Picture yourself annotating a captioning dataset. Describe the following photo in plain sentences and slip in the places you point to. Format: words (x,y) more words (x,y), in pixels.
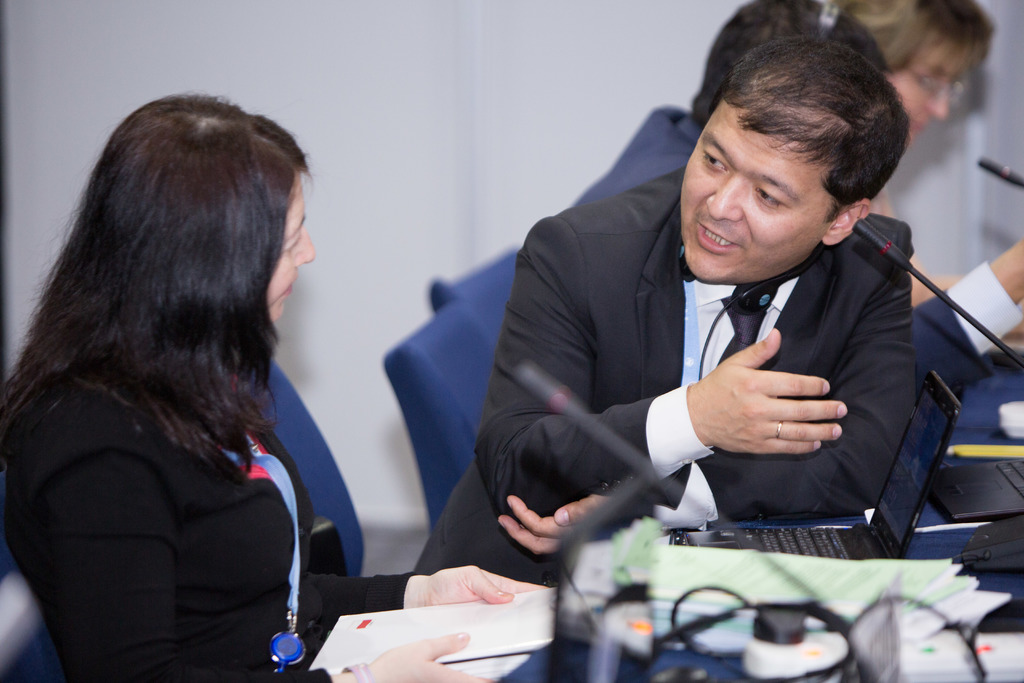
In this image we can see few people (777,124) sitting on chairs (302,413). In front of them there are laptops (889,479), mics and many other items (767,570). In the back (497,168) there is a wall (424,141). And the lady (367,585) is holding something in the hand (401,672).
